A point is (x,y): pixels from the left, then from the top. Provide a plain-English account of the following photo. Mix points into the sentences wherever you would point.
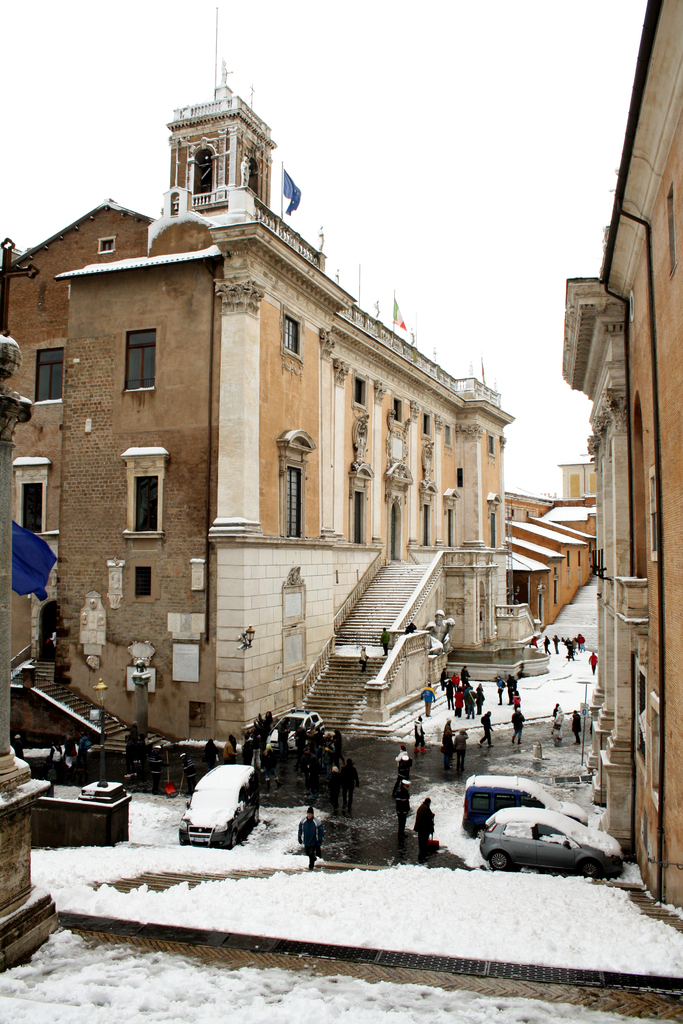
In this picture, there is a road (502,732) between the buildings (620,714). The buildings (632,736) are in brown in color with windows (655,472). Towards the left (83,483), there is a building (103,660) with two staircases (382,618). Before the building (96,472), there are people (268,759) moving around. At the bottom (193,806) there are vehicles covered with the snow (219,798). At the bottom (278,968) there is snow (260,975). On the top (384,161), there is a sky (424,198).
